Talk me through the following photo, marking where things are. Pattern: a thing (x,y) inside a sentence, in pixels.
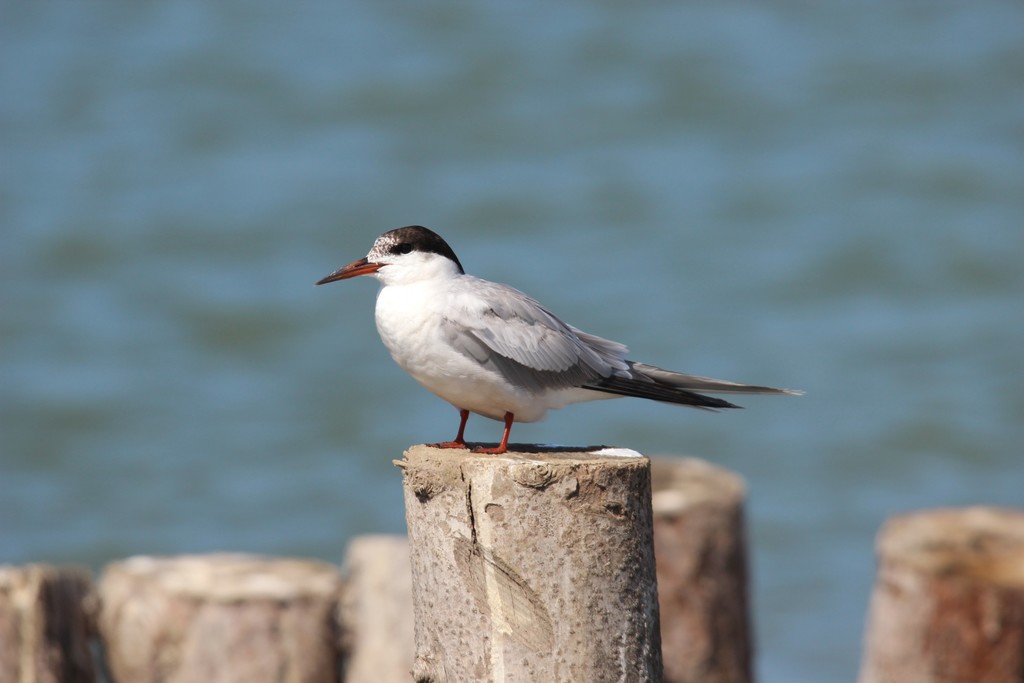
In this picture we can see a bird (485,372) in the front (483,362), there is some wood (955,610) at the bottom (969,610), we can see a blurry background (849,557).
